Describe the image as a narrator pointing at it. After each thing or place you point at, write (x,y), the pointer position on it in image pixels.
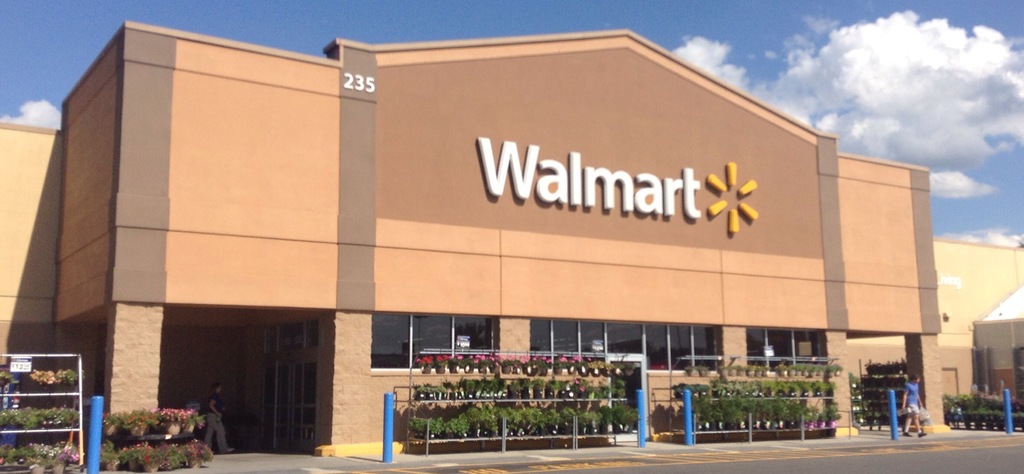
In this image there is one building (445,257) as we can see in middle of this image (595,315) and there are some plants (600,396) at left side of this image (162,456) and middle of this image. A person (916,400) standing at right side of the image (909,419) is wearing blue color t shirt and there is one person (213,404) at left side of this image (218,426) and there is a sky (711,66) at top of this image (813,96). There is a text (487,146) written on this building (445,182) as we can see in middle of this image (544,210).
